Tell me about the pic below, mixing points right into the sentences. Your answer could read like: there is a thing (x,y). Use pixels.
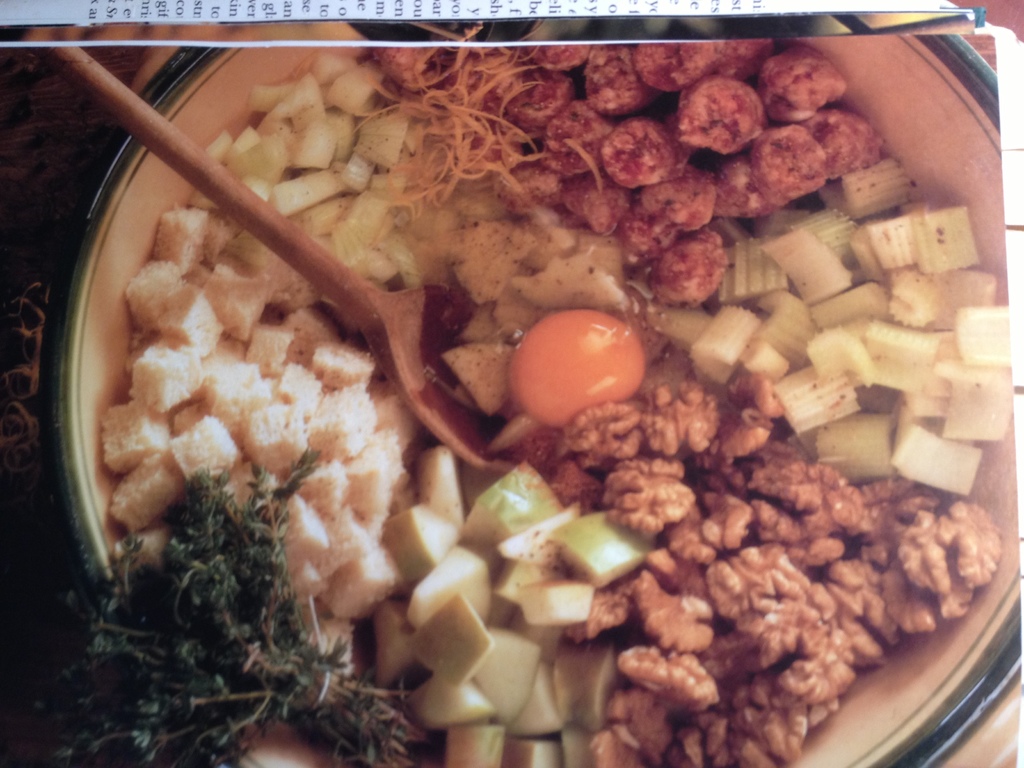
In this image, there is a bowl (980,675), in that bowl (995,471) there are some food items (821,627) kept, there is a brown color spoon (380,335) in the bowl (187,189).
